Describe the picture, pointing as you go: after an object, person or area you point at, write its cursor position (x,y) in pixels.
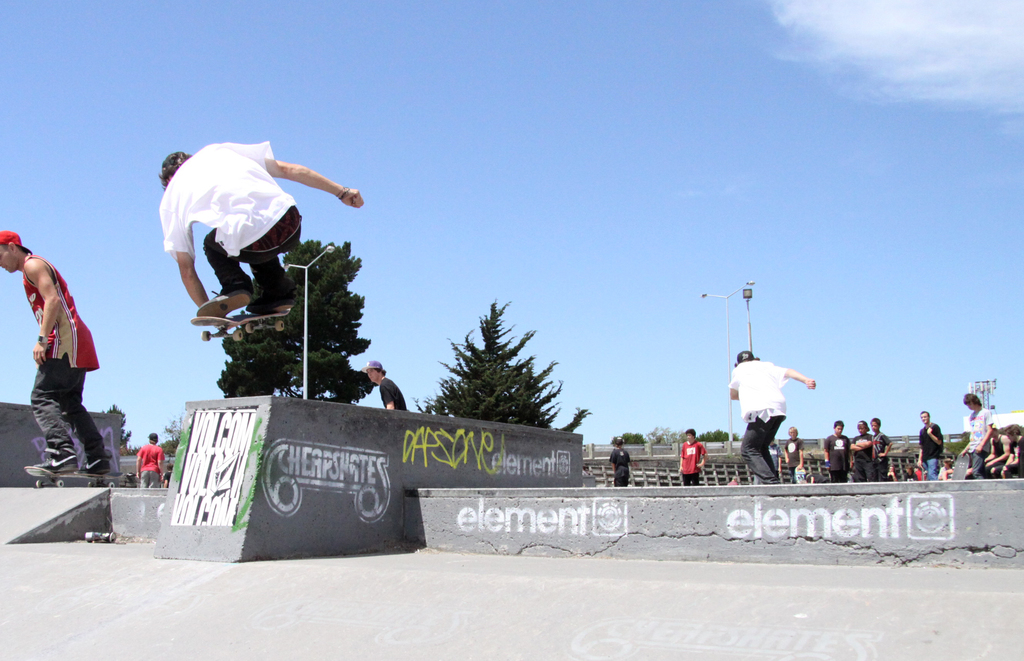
In this picture we can see two men (51,341) on skateboards (244,320) and a man (212,235) is in the air. In the background (300,322) we can see a group of people (146,455), trees (497,400), light poles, fence (662,449), some objects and the sky (482,162).
